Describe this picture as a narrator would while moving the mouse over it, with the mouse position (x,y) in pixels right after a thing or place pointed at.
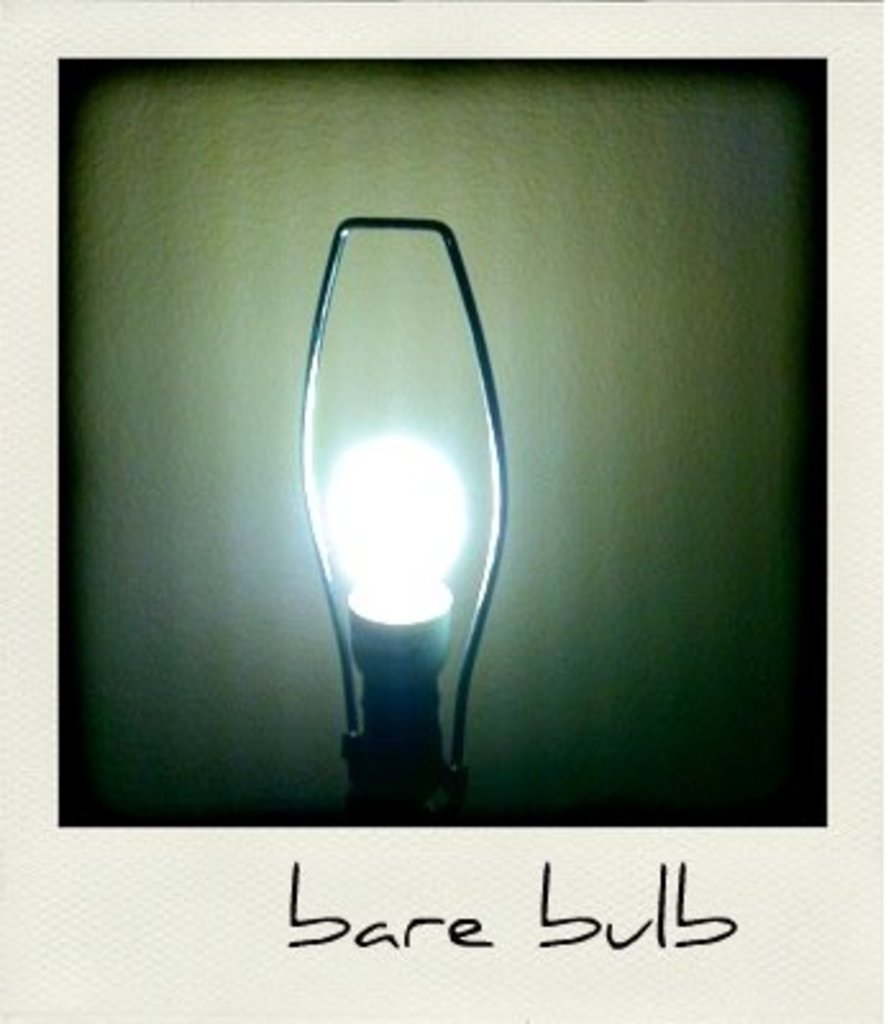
In this image we can see a bulb (380,510).
